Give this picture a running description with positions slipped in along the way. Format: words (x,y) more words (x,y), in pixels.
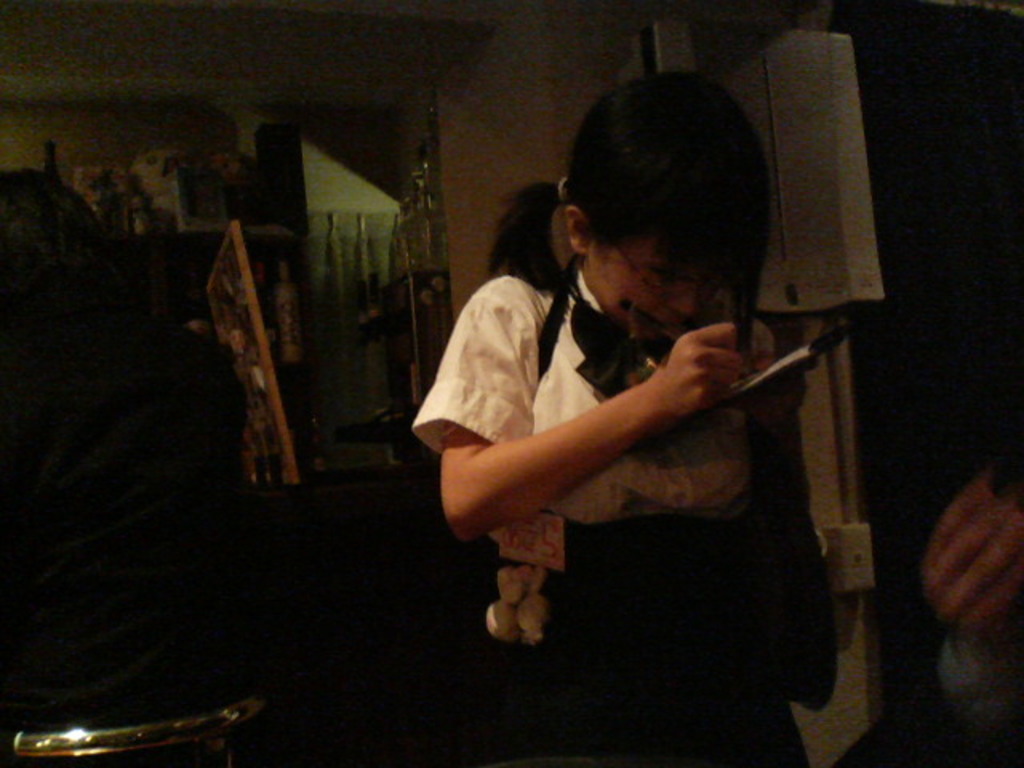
In the image we can see there is a girl (650,281) standing and she is holding paper (791,352) in her hand (724,343). Behind there is a person (197,562) sitting on the chair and background of the image (439,231) is little dark.
